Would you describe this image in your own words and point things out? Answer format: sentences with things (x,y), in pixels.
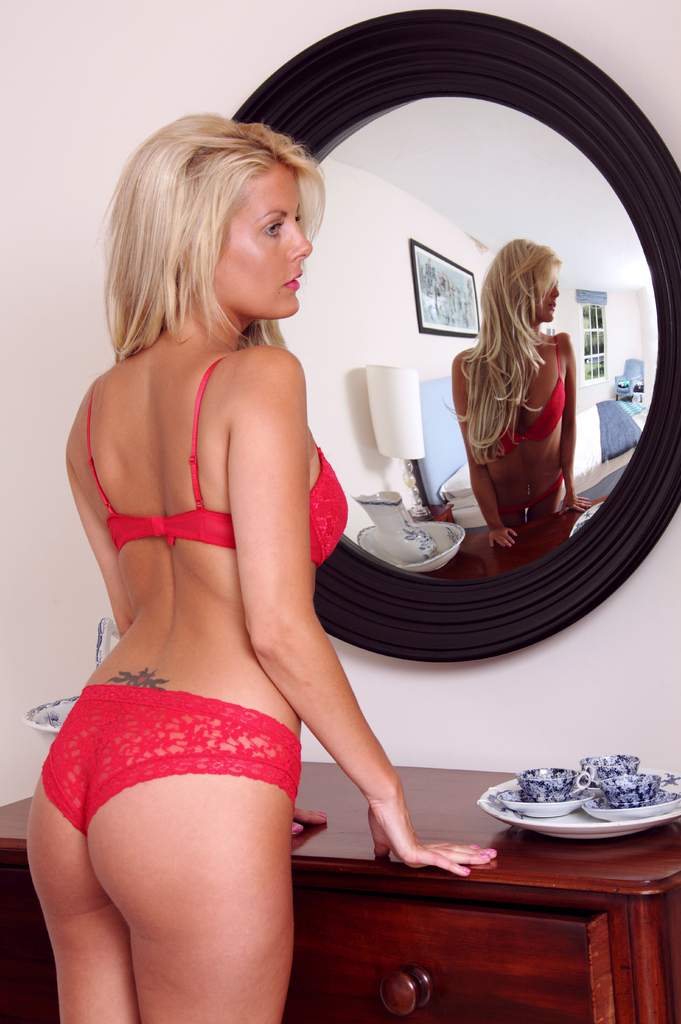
There is a woman (181,153) in red color bikini (96,767), standing and placing both hands (386,793) on the wooden table (628,856), on which, there is a plate (495,790) which is having cups (634,793) and saucers (561,808), in front of a mirror (581,158), which is on the white color wall (105,56).
